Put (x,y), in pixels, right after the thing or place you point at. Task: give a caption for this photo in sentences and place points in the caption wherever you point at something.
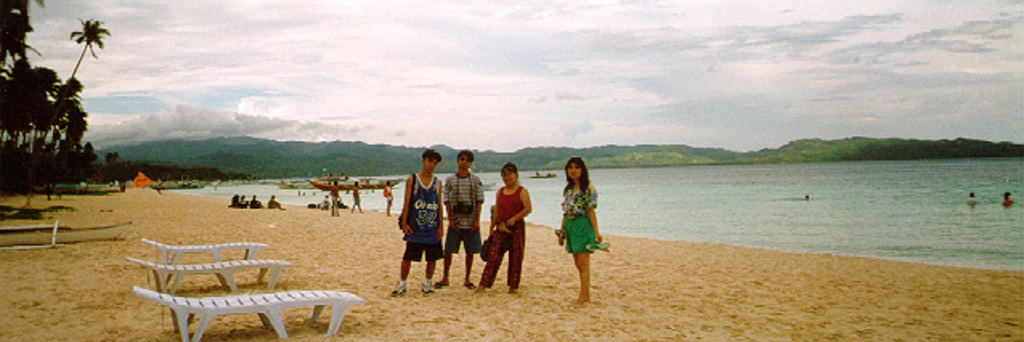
In this picture we can see four people (448,214) standing on sand (503,288), camera (461,209), bag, sandals (610,244), chairs (253,255), trees (115,158), mountains (129,151), boats (366,183) on water (541,185) and some people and in the background (494,138) we can see the sky (288,100) with clouds (411,28).
